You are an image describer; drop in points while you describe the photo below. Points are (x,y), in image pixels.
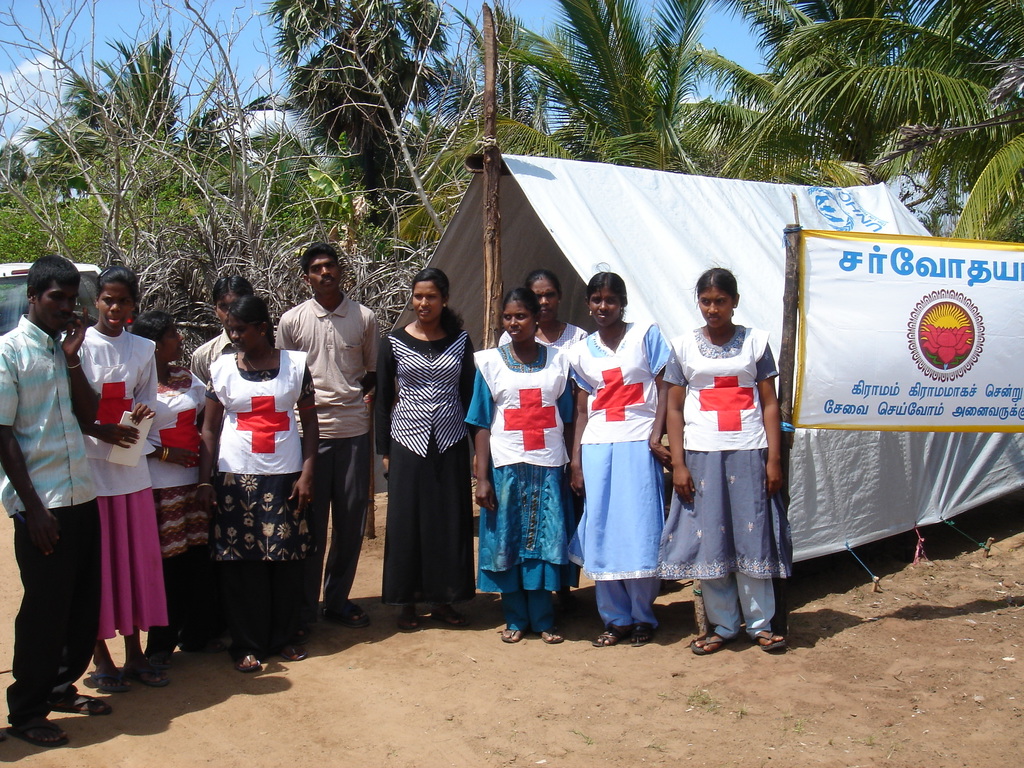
On the left side (131,473), there are persons (599,434) in different color dresses (772,375), standing on the ground (177,709). On the right side (1021,322), there is a banner (867,367) attached to a wooden pole (790,391). Beside this banner (844,338), there is a white color tent (637,236). In the background (113,167), there is a vehicle (10,278), there are trees (51,135) and there are clouds (12,78) in the blue sky (40,28).
